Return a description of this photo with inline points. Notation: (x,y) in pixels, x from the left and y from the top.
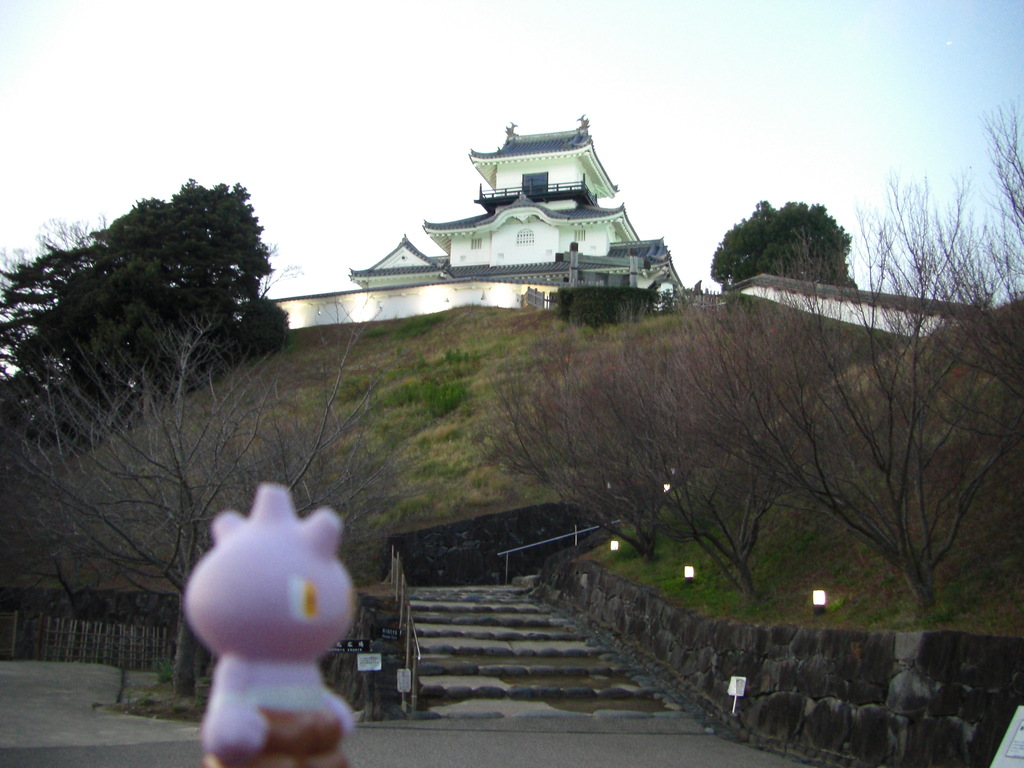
In this image I can see building (493,256) trees (147,300), grass (397,379), and staircase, wall (738,635), lights (687,564) and at the top (389,92) I can see the sky (657,79) and at bottom (232,658) I can see toy (233,602) and road (61,711).
